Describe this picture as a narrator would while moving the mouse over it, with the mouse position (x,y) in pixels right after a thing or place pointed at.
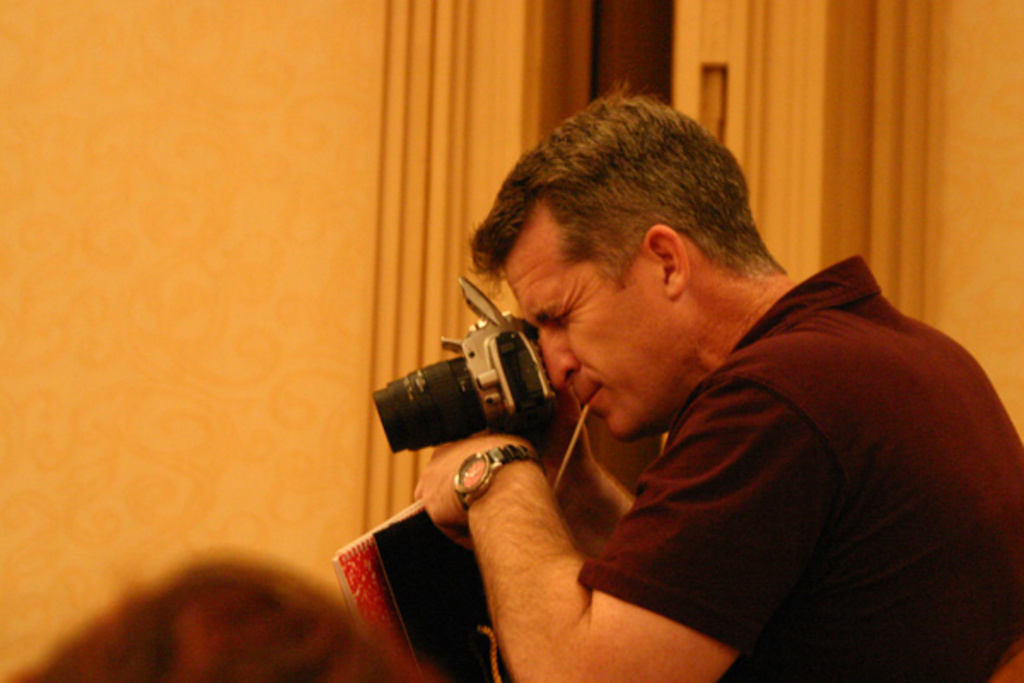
In the center of the image (583,257) we can see person (644,504) holding a camera (409,398). In the background (970,14) there is wall (115,111).
